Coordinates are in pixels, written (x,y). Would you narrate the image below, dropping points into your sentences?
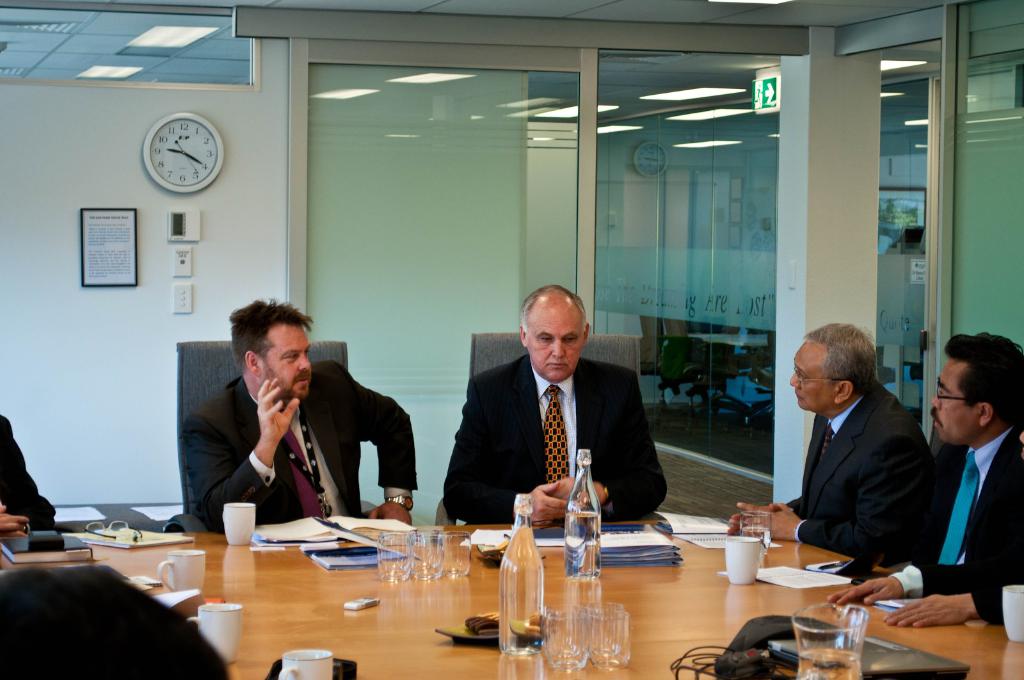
In front of the image there is a table (451,585). On top of it there are cups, books (269,530), bottles (522,596), glasses (591,609) and a few other objects (699,648). There are people (494,390) sitting on the chairs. In the background of the image (484,205) there are glass doors (645,258). There is a clock (215,135), photo frame (106,251) and a few other objects (188,209) on the wall (104,312). On top of the image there are lights (718,114).
